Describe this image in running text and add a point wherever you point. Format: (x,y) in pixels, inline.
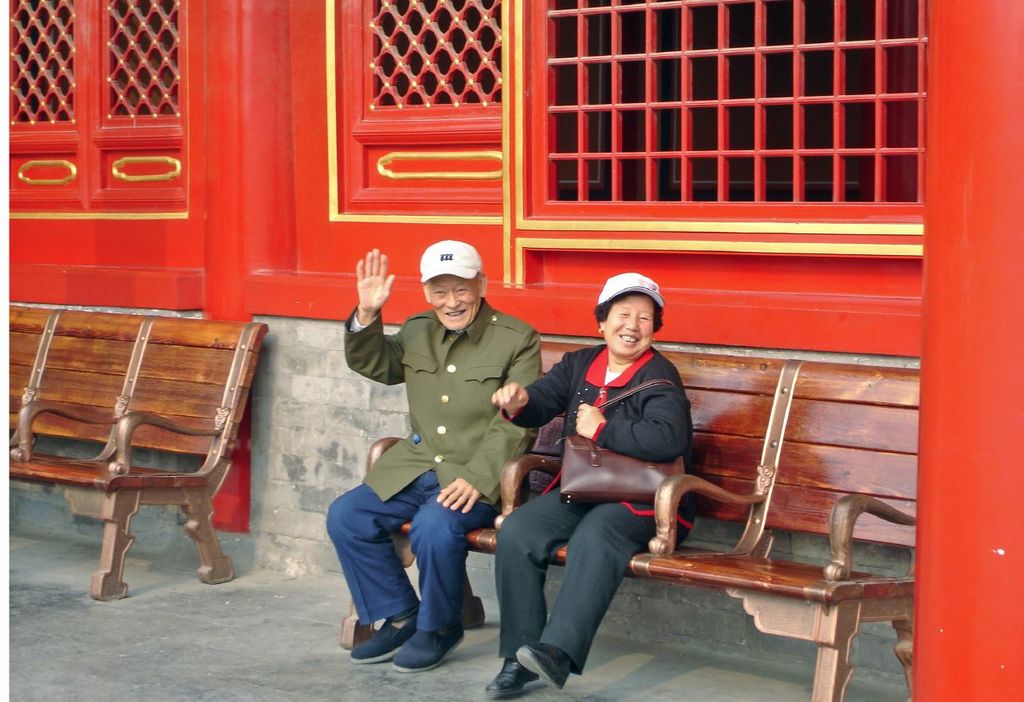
In the picture there are two long chairs (53,433) on one of them a man (479,309) and a woman (607,382) are sitting both of them are smiling in the background (519,152) there is a red color window (436,95) and a cement color wall (275,419).
